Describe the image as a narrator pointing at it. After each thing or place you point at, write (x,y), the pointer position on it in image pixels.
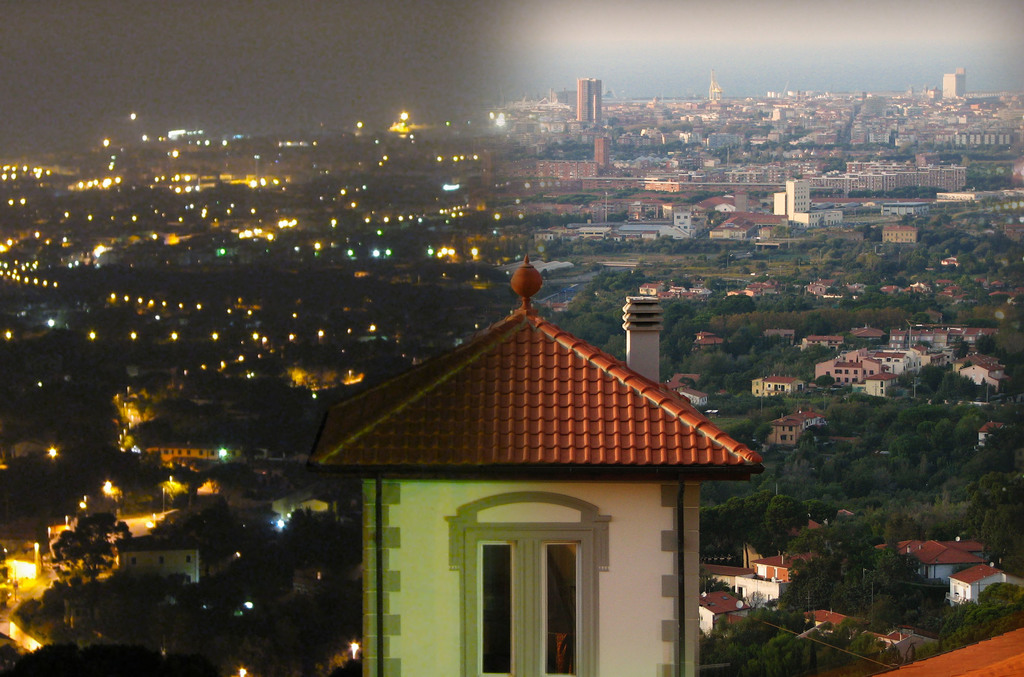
In this picture there is a house (633,449) in the center of the image (483,391) and there are trees (959,313), buildings (715,188), and lights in the background area of the image (562,247).
